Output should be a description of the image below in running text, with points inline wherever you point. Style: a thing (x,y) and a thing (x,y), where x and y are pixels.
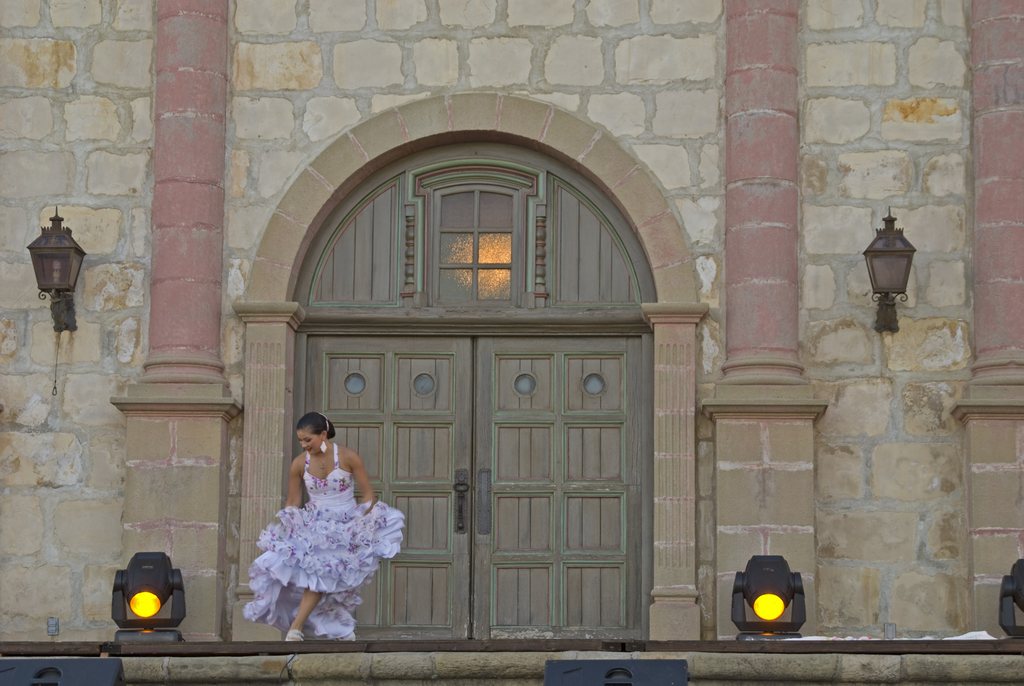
This is the woman (319,480) standing. These are the show lights (147,575). This looks like a building (790,23). I can see a wooden door (379,432). These are the lamps (901,274), attached to the building wall (124,271).
